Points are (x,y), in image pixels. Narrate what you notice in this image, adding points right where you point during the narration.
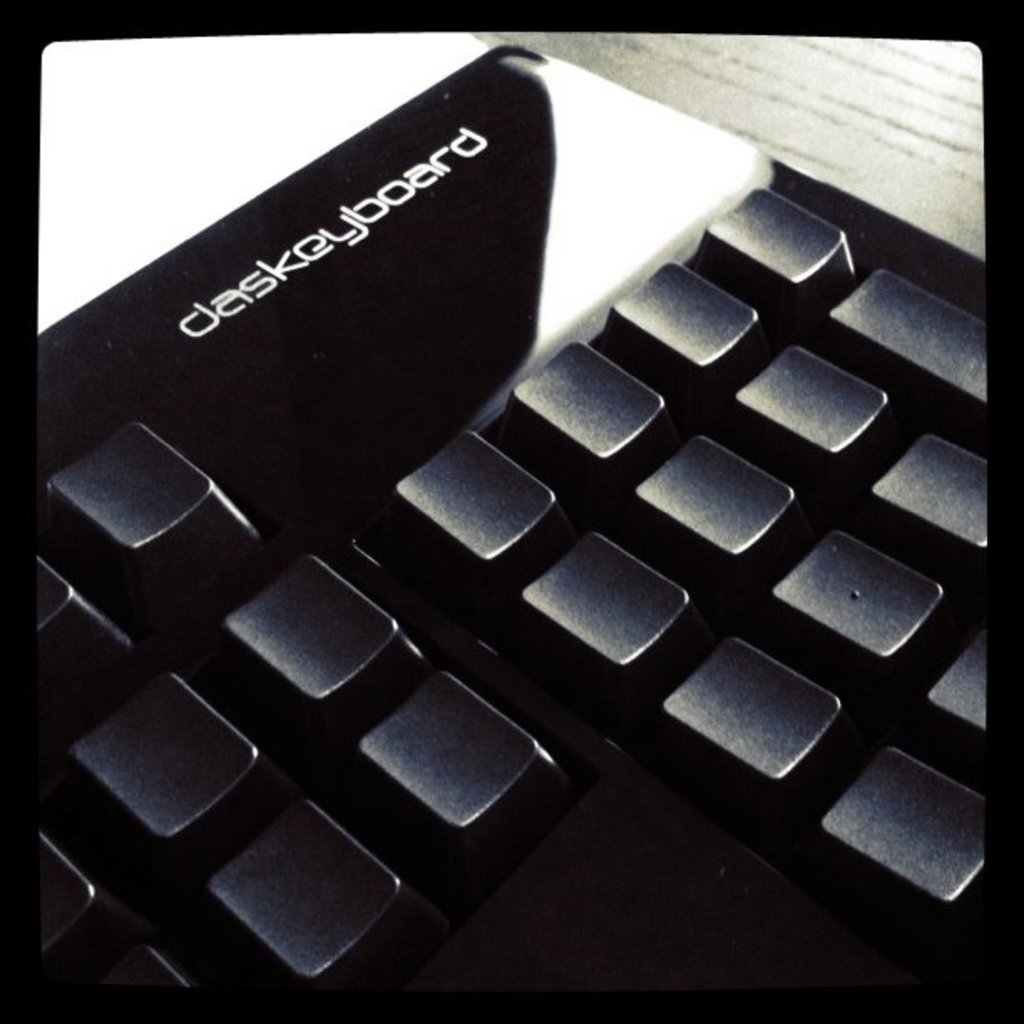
In this image we can see a keyboard (691,542) placed on the table (853,132).
